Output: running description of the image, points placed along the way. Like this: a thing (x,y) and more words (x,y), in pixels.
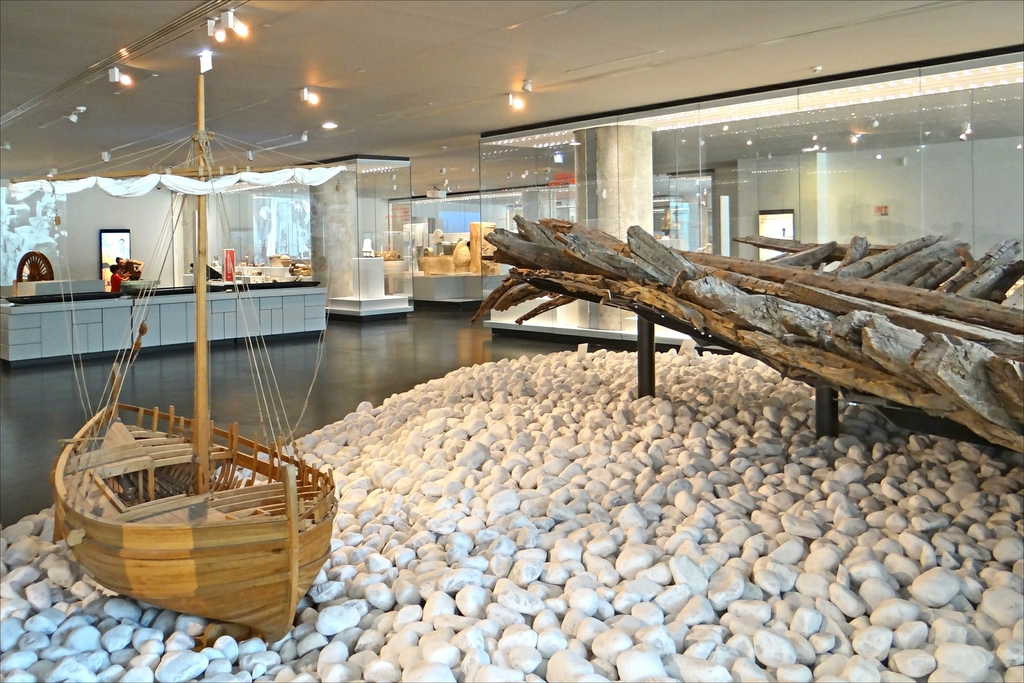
In this image there are marble stones (636,598), wooden sticks (966,424), wooden ship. There is a floor (377,373). There are display cases (452,207). There is a glass door (575,196). There is a counter table (176,319). There is a roof (366,67) with lights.
